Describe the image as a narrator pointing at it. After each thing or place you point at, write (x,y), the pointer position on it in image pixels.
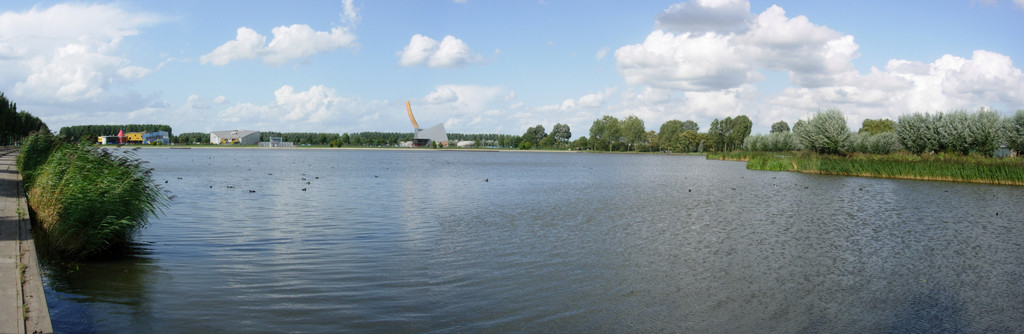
In this image I see the water (359,224) and I see plants (1007,172) and the trees (287,138) and I see few buildings (109,139) and I see the path (10,258) over here. In the background (87,93) I see the sky (687,49).
